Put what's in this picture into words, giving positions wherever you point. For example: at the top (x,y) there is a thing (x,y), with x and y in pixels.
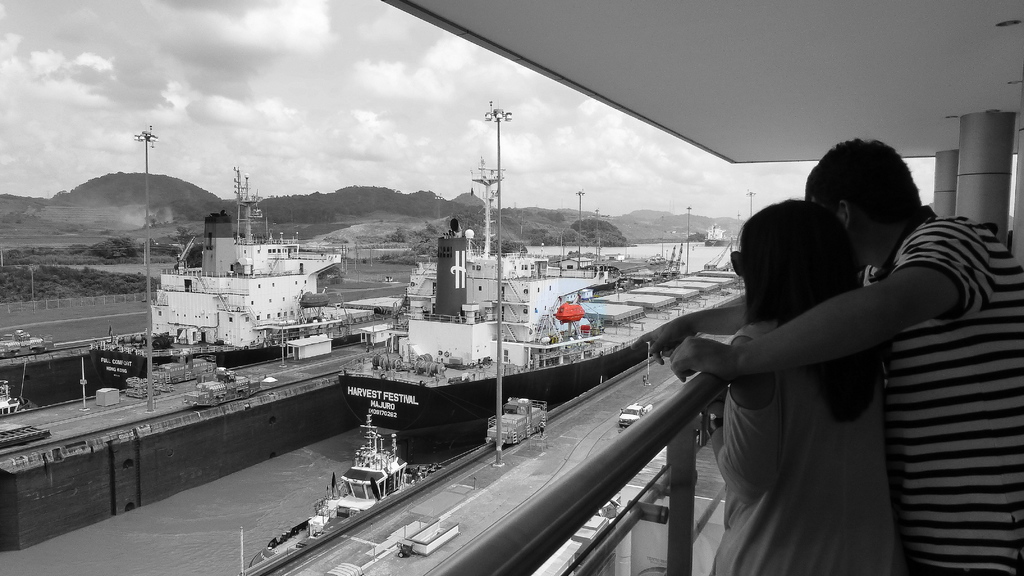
It is a black and white image, there are two people (848,327) standing in the foreground (816,498) and in front of them there is a shipyard (149,483), there are huge ships (159,308) and other machines (201,364) and vehicles (517,427). In the background (182,193) there are mountains (323,201).
